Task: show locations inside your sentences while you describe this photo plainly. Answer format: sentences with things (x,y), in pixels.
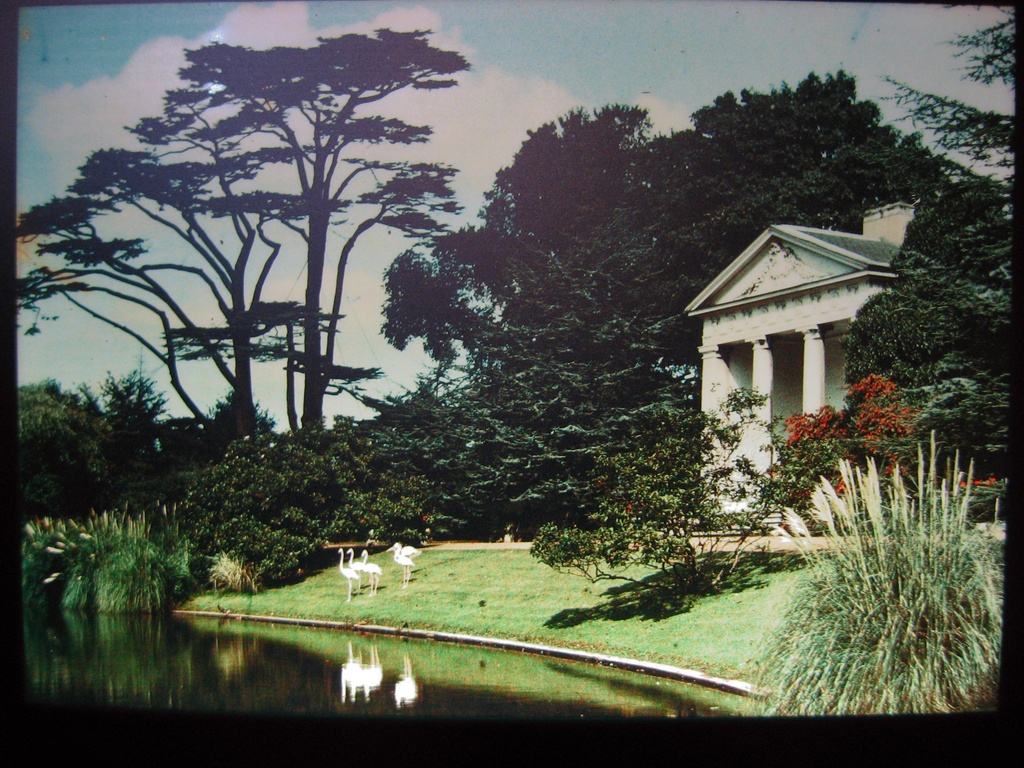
In this picture I can see trees (987,324), building (784,352) and few cranes (401,557) and I can see water (342,683) and reflection (408,656) of cranes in the water (416,671) and I can see blue cloudy sky (622,89).
